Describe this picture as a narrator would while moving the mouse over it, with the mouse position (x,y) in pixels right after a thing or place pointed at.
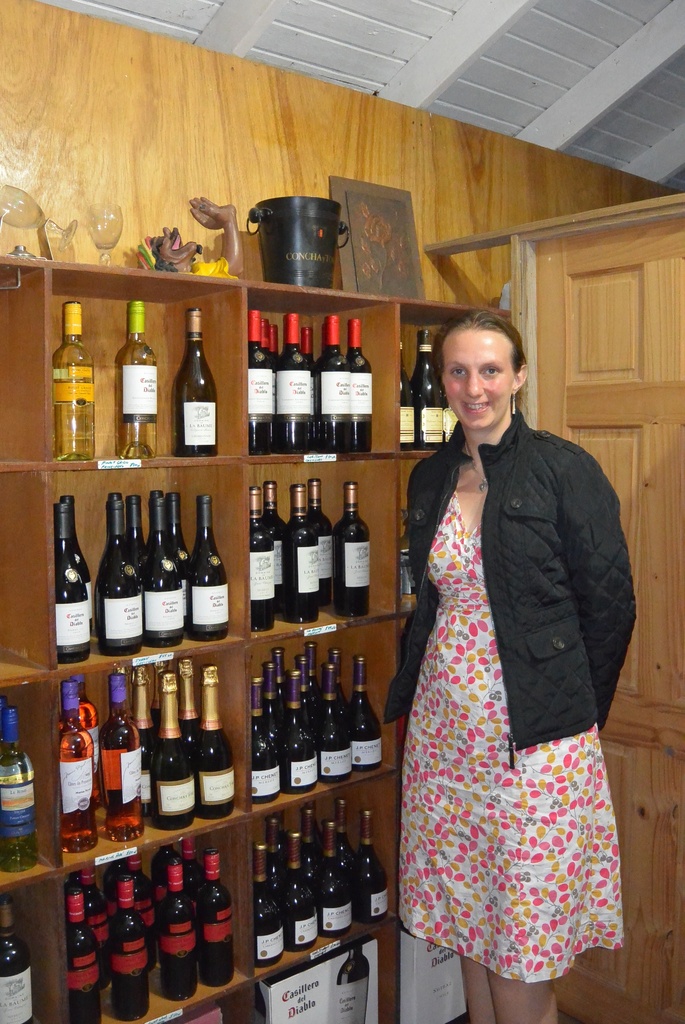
In the given image we can see a woman (468,565) wearing a black color jacket (521,589) is standing. This is a wooden shelf (95,438), bottle (194,625) and wine glasses (100,219).
